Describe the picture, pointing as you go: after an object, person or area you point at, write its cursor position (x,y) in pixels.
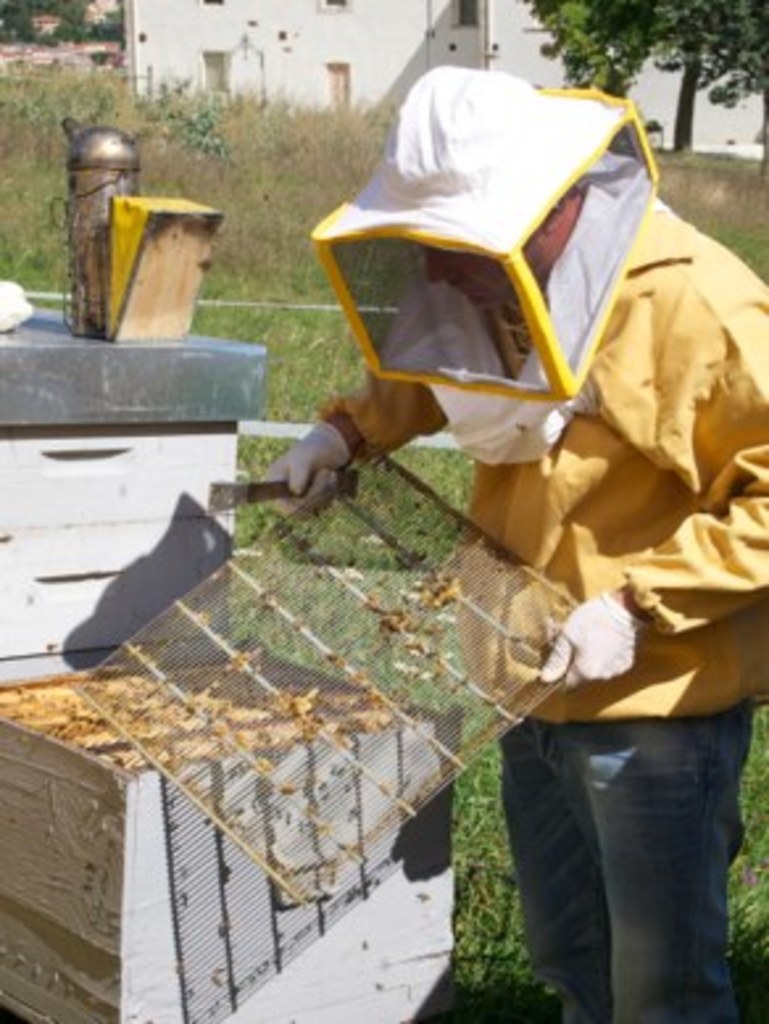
In this picture we can see a person (668,442), he is wearing a bee veil (490,417), gloves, holding a mesh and an object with his hands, here we can see honey beehive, grass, building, trees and some objects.
